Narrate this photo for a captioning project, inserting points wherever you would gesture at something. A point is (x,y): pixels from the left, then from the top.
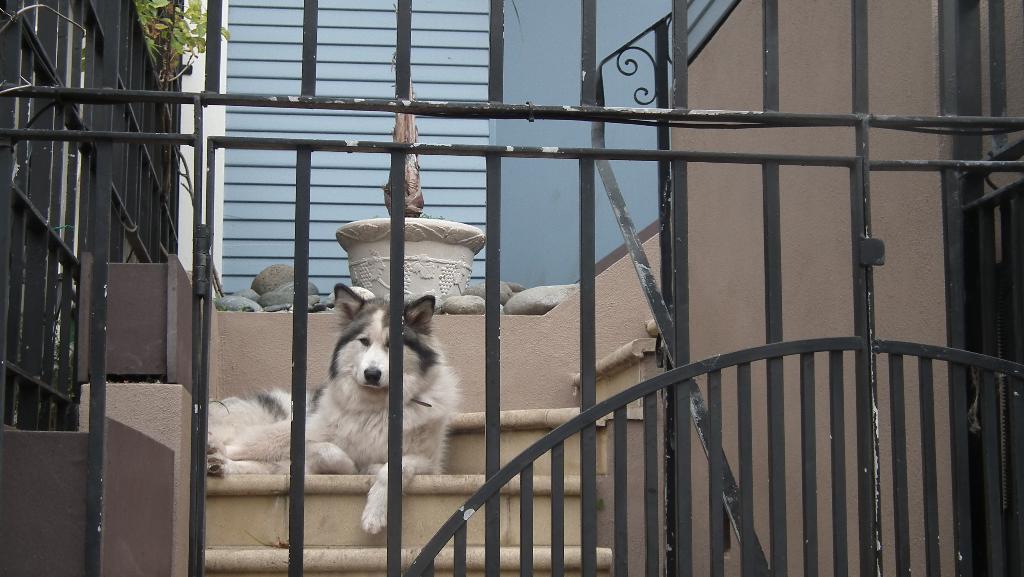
In this image I can see the dog (372,496) and the dog (383,381) is in white and gray color and I can see few stairs (472,415), plants (170,5) in green color. In front (209,38) I can see the railing (581,442).
